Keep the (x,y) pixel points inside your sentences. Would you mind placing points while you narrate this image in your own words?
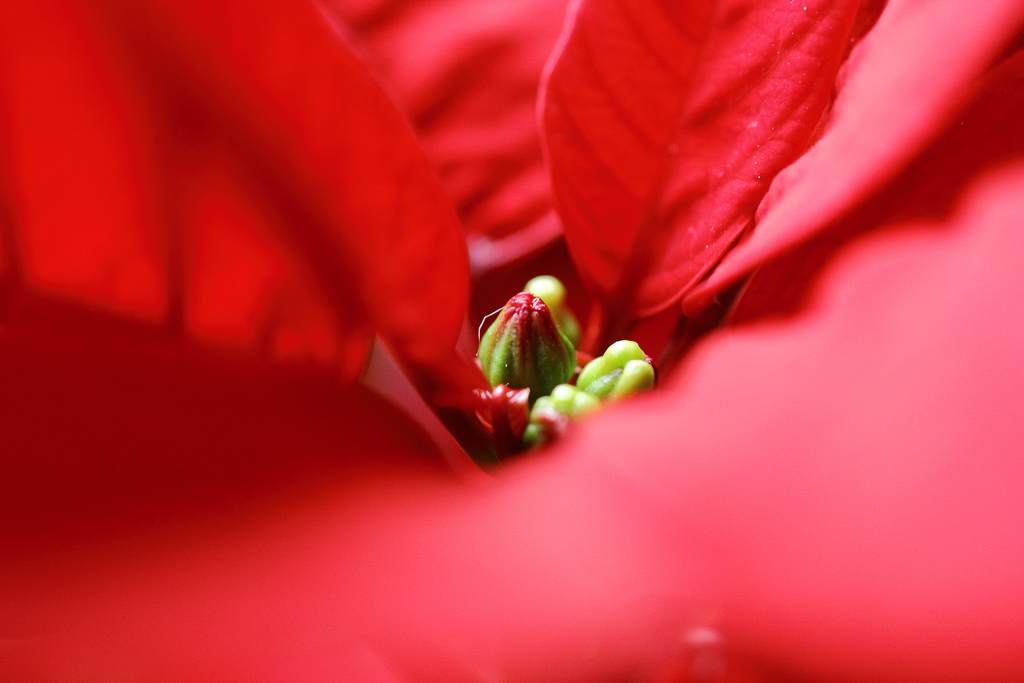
In the middle (536,353) it's green buds (563,350), these are the red color petals (824,371).
